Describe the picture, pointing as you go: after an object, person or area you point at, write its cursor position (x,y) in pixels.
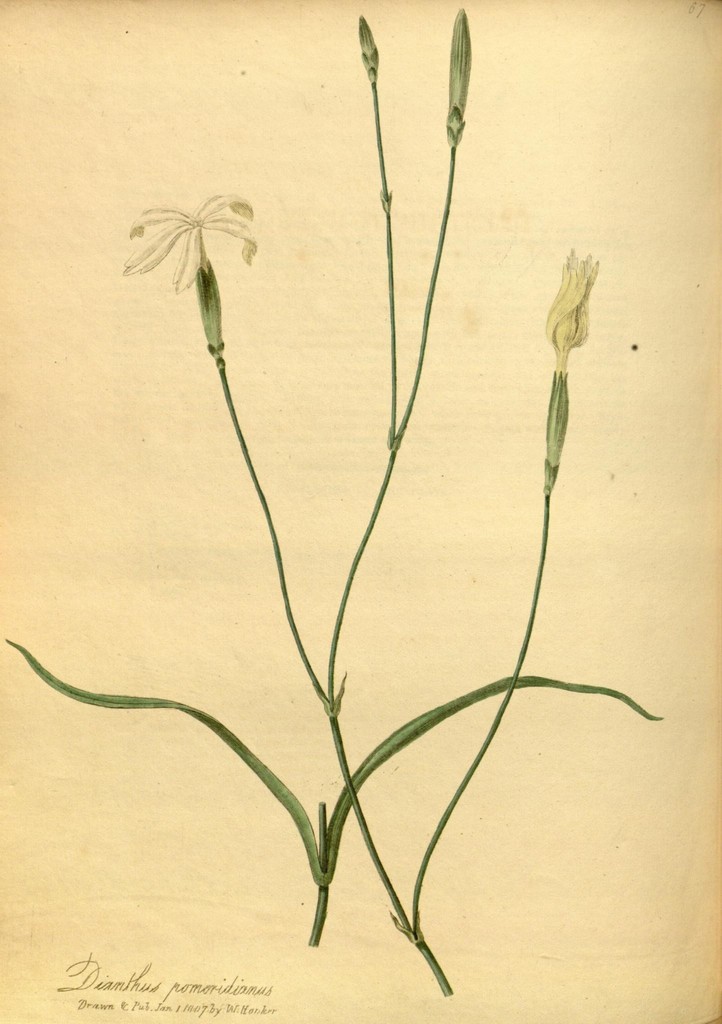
In this picture, we can see a poster (345,712) with some text (111,995) and images (367,761) on it.
